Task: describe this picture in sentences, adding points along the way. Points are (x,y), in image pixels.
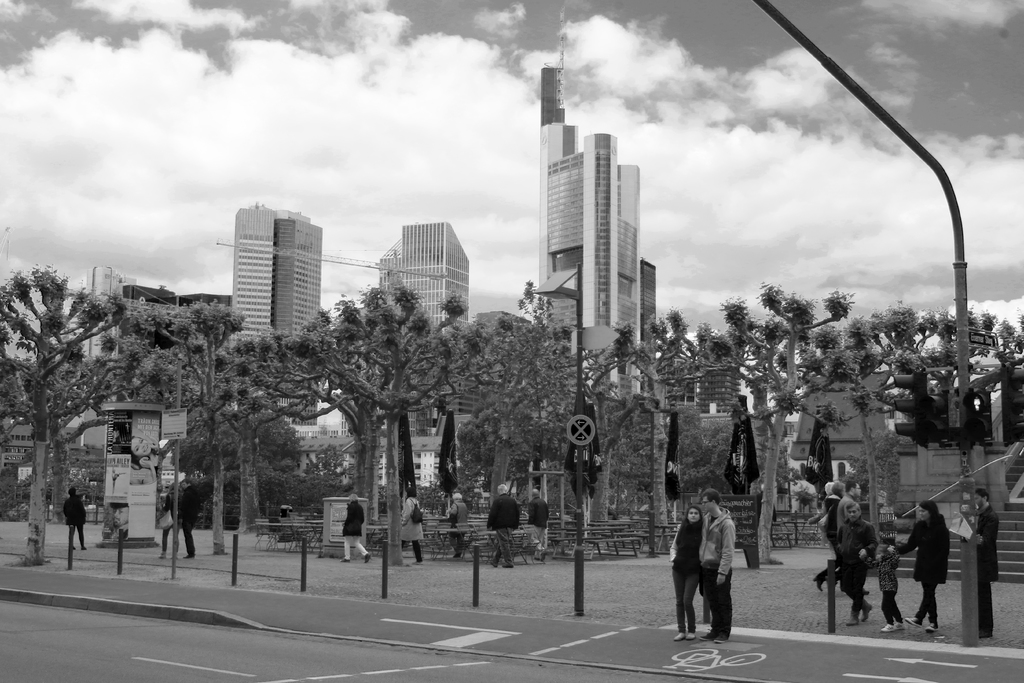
In this picture I can see trees (632,335). I can see the traffic light pole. I can see a number of people (689,589) on the surface (564,575). I can see the buildings (882,464) in the background (885,425). I can see stairs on the right side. I can see the flags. I can see clouds (678,101) in the sky (678,101).
